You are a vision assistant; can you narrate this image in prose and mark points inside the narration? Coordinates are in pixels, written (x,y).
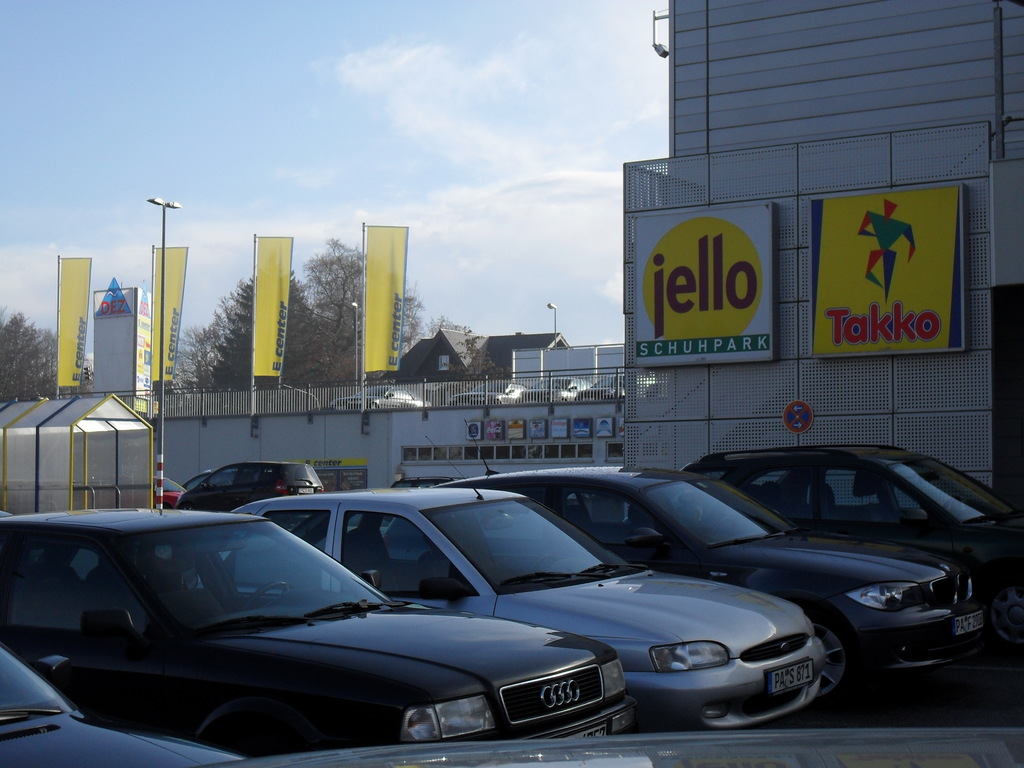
In this picture we can see cars (179,551) on the road (864,678), banners (62,309), posters (859,301), signboard (756,234), fence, shed (60,491), street light poles (163,348), buildings (497,340), trees (2,331) and some objects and in the background (474,145) we can see the sky (469,116) with clouds (500,117).
